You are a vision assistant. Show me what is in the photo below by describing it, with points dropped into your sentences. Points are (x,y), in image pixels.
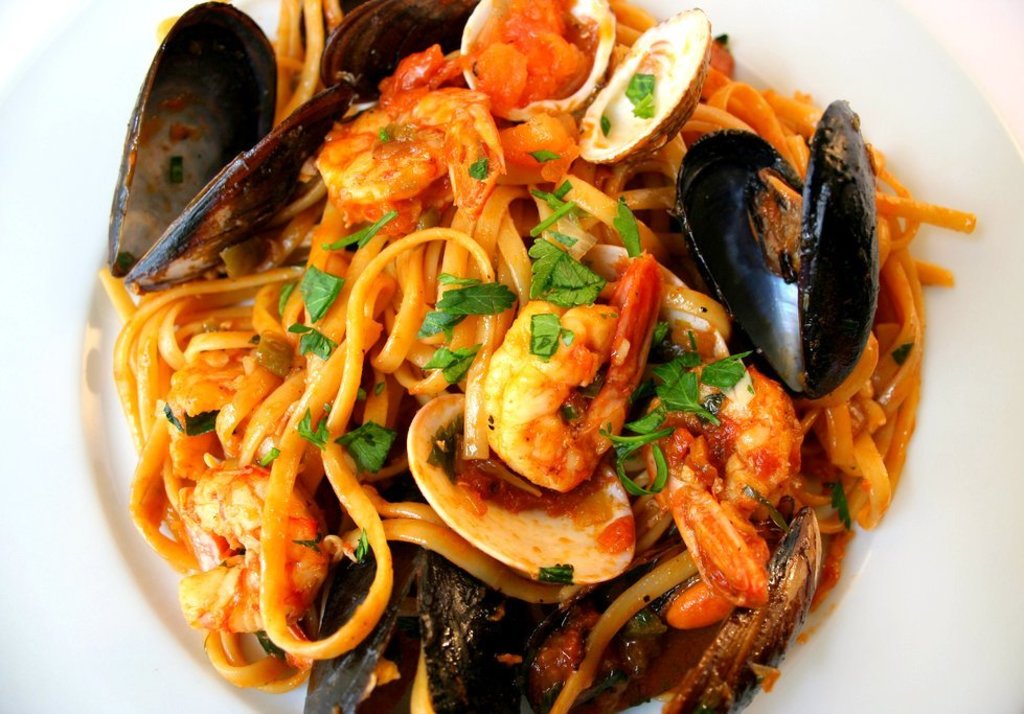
In this image in the center (682,461) there is one plate (788,690), and in the plate (13,396) there is some food (305,170).
